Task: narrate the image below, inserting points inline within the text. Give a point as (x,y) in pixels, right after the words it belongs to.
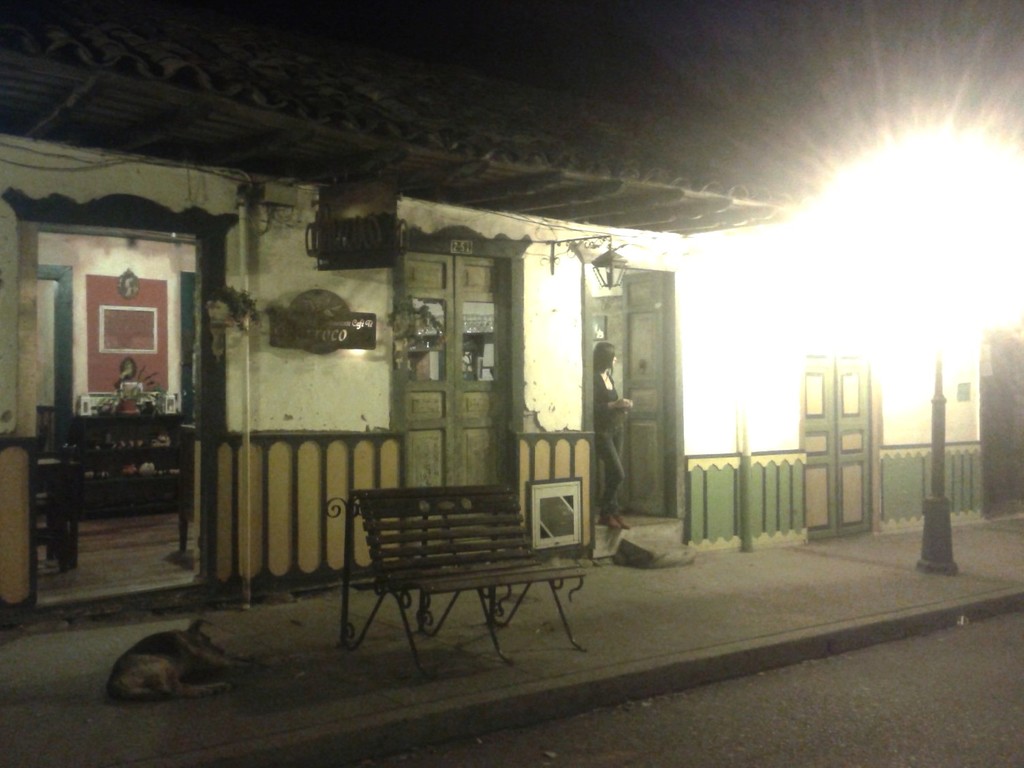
In this image I can see bench (396,524) and dog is sleeping on the road (340,694). Back Side I can see a house (336,375) and a person (608,382) is standing. We can see light pole (942,383) and sign boards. Inside the house (193,340) I can see few objects (125,409).
